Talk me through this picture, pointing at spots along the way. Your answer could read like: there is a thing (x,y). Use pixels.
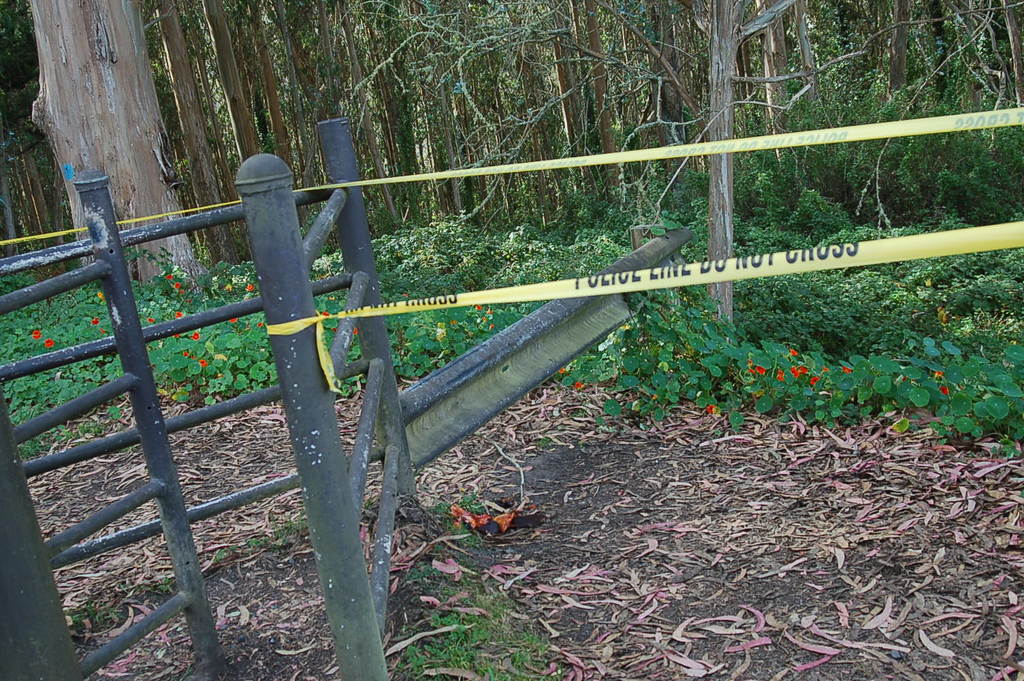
This picture is clicked outside. In the foreground (671,500) we can see the dry leaves (717,524) lying on the ground (525,547) and we can see the metal rods (270,294) and the trunks (126,110) of the trees (119,163), plants (956,269), green grass (856,283) and yellow color objects (914,126).
